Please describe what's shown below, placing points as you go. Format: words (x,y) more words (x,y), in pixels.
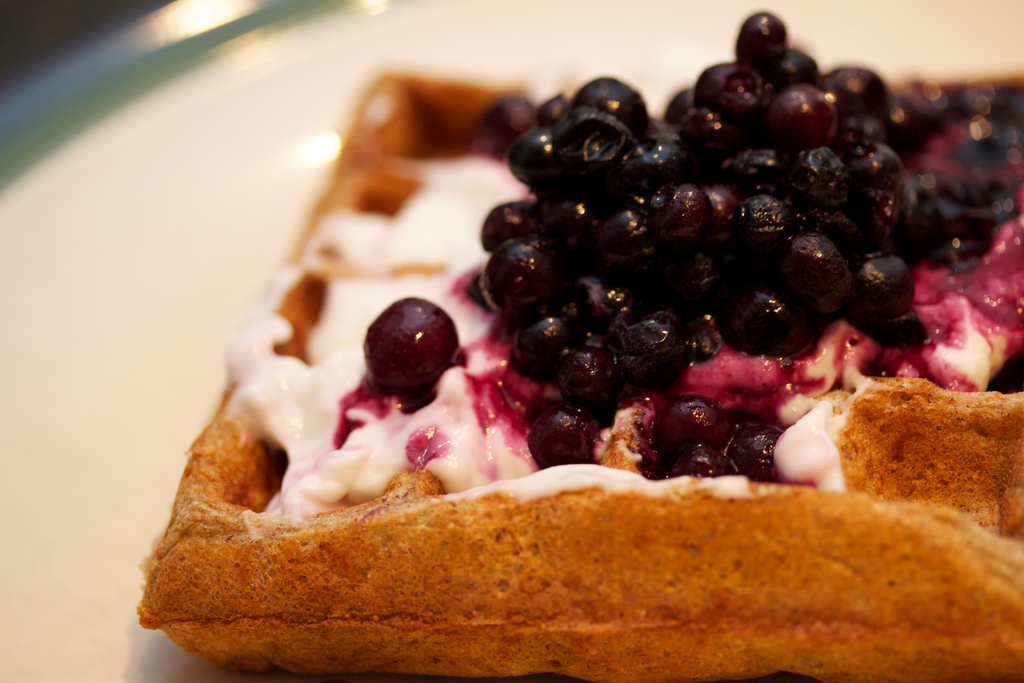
In this image I can see the white colored plate (151,230) and on the plate (172,252) I can see a food item (664,513) which is brown, white, pink and black in color.
